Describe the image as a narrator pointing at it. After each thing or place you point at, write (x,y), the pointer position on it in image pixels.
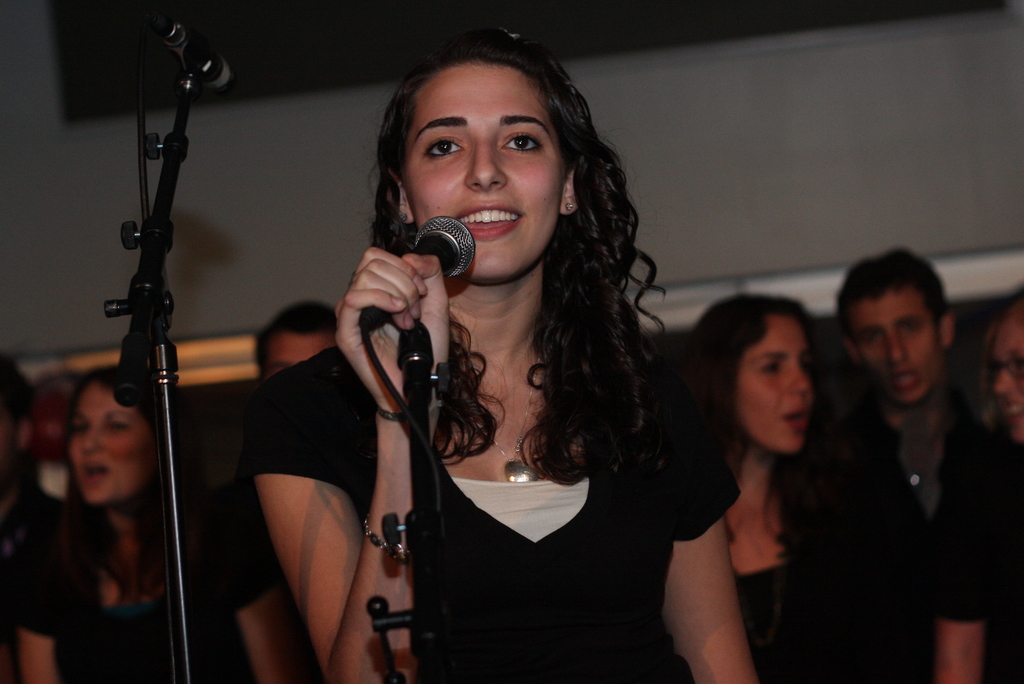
This woman (531,495) wore black dress (455,497), holding mic (448,237) and smiling. This is mic holder (152,263). At background (986,563) there are persons (139,567).
